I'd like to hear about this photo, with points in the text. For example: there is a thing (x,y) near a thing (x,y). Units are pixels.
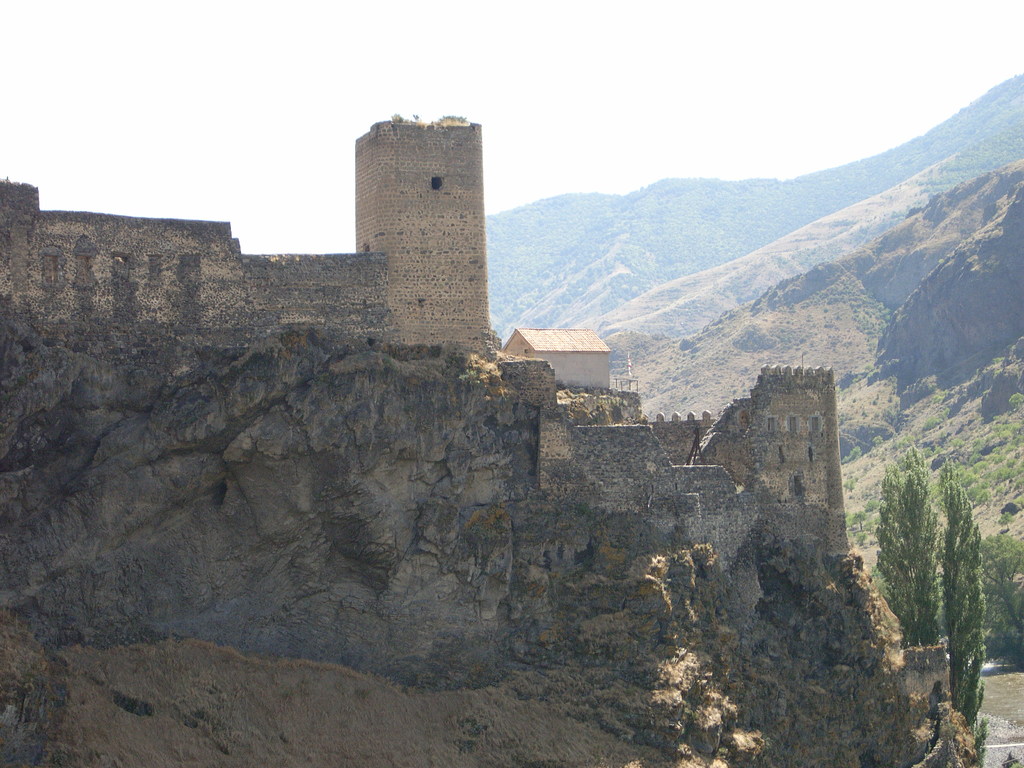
In this picture, there is a castle (642,505) on a hill (434,552). Towards the bottom right (937,565), there are trees (943,619). In the background (584,186) there are hills (811,180) and sky (577,156).
